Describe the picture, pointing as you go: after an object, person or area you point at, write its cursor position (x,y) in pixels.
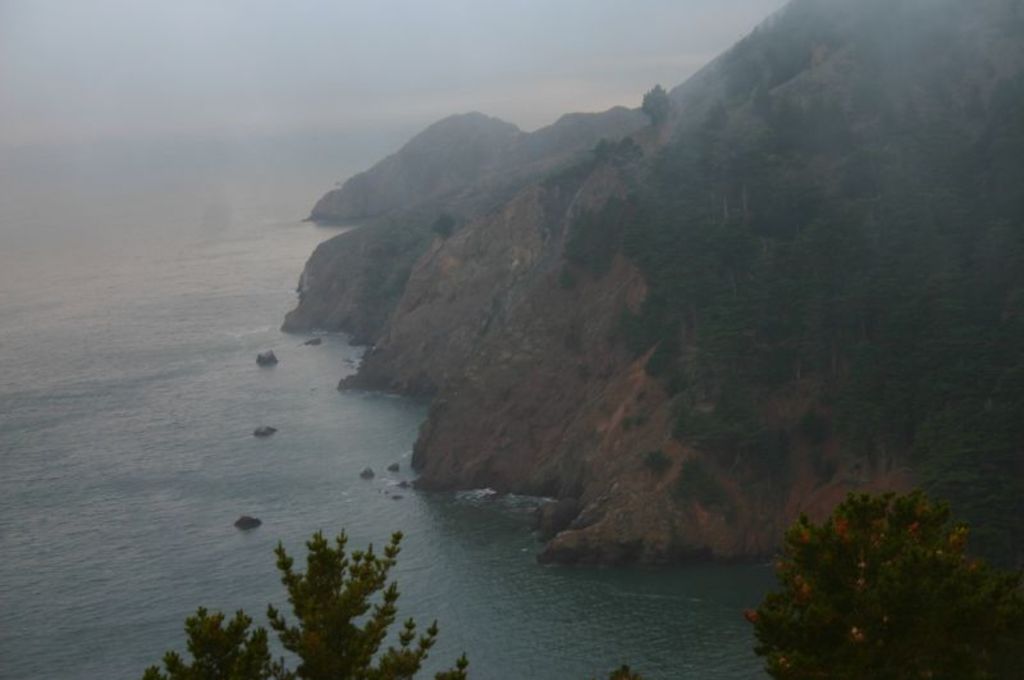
In this image there is the sky (441,55) towards the top of the image (505,66), there is water (173,419) towards the left of the image (83,418), there are rocks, there is a mountain (504,277) towards the right of the image (738,254), there are trees (747,156) on the mountain (732,251), there are trees (299,644) towards the bottom of the image (868,625).
